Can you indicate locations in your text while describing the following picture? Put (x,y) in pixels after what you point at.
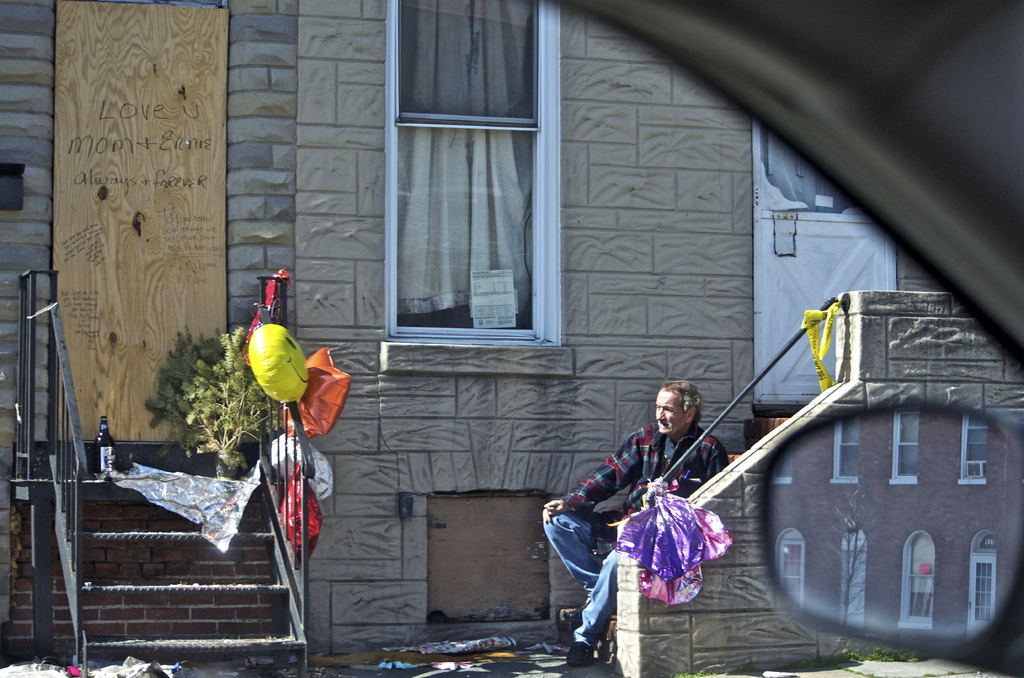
In this image I can see a building (394,287), window (426,209), a door (777,242), stairs (39,568), a plant (248,415), a yellow colour thing (278,396) and few other things (321,399). Here I can see a man (675,457) is sitting and I can also see a vehicle's mirror (865,492) over here.
